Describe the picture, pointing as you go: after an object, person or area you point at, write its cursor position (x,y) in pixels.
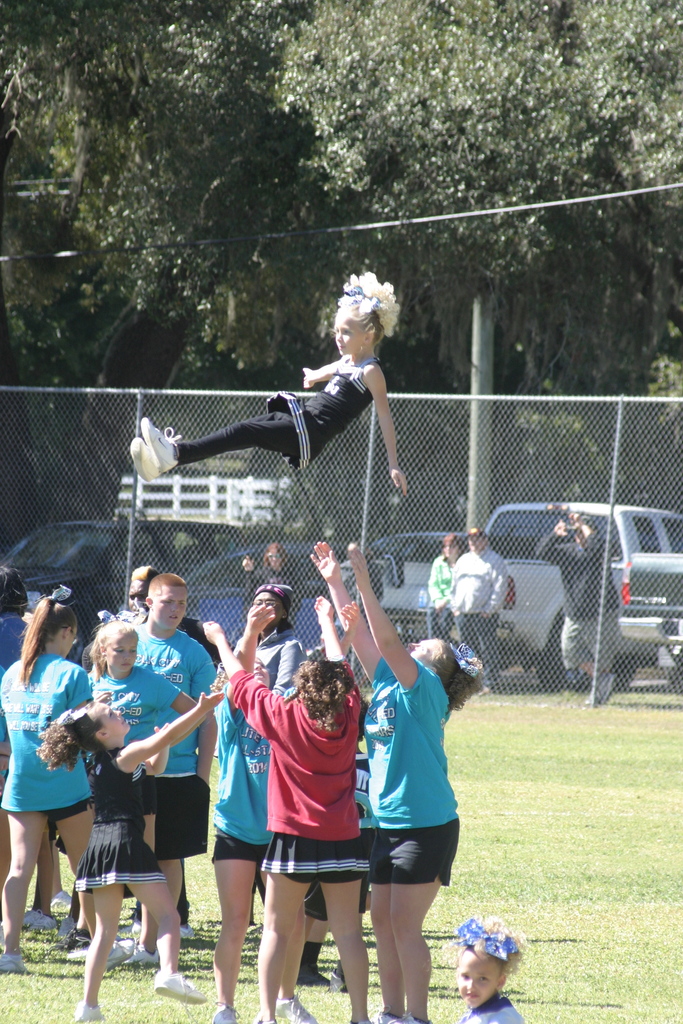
In this picture we can see a group of people (340,767) are standing on the ground (537,931), here we can see a net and a girl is in the air and in the background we can see vehicles (674,650) and trees (21,220).
